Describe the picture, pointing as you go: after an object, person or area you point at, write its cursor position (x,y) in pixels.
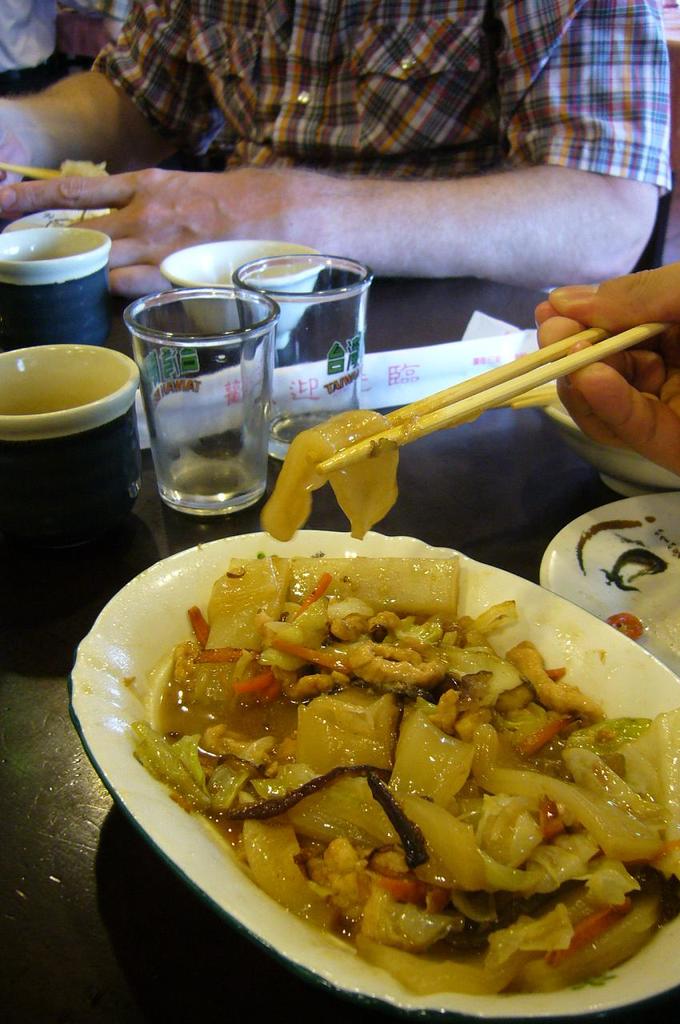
Here I can see a table (41,834) on which plates (117,687), glasses (297,401), bowl (208,269) and some more objects (38,339) are placed. On the plate (168,630) I can see some food items (383,700). On the right side (638,394), I can see a person's hand (606,376) holding the chopsticks (454,402). At the top (417,46) there is another man (436,227) wearing shirt (412,106) and sitting on the chair (652,251).
